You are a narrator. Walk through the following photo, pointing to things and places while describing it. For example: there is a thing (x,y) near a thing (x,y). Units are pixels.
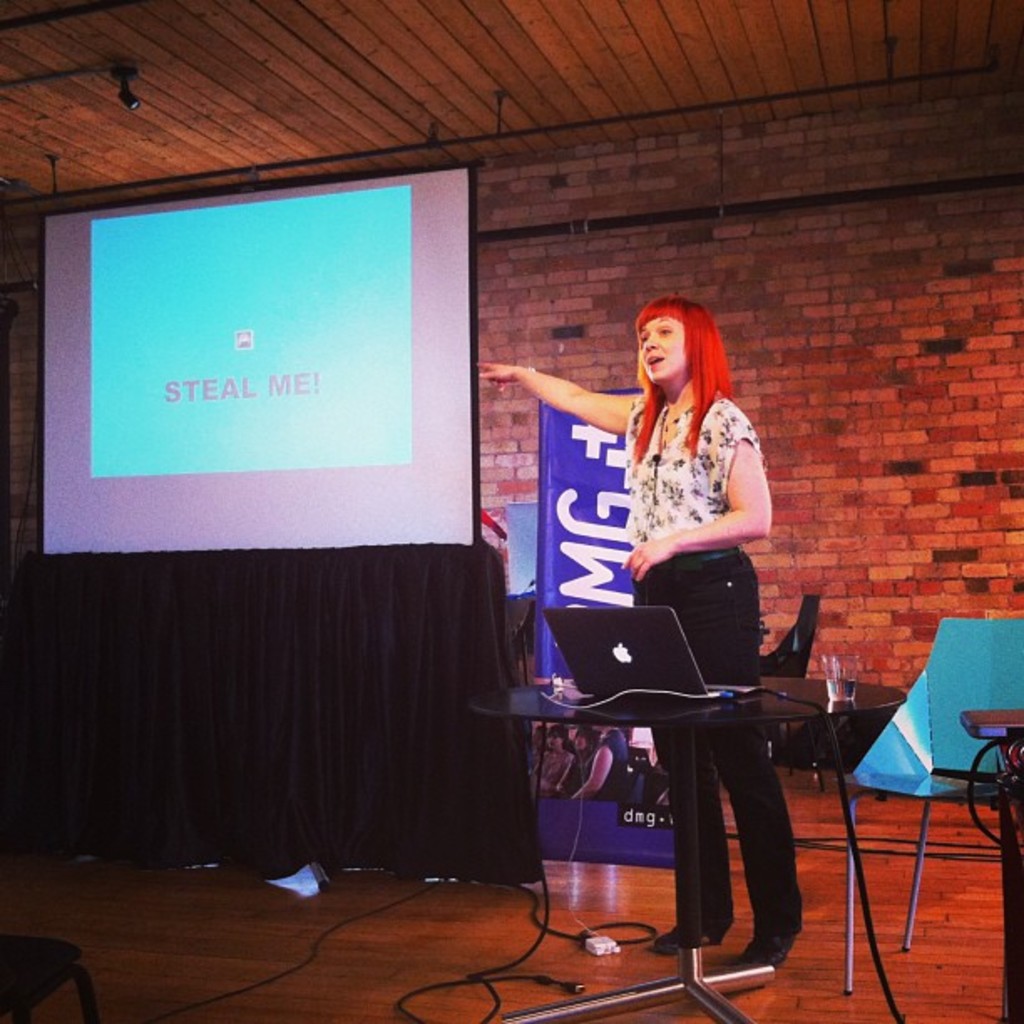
In this image there is a person (639,405) standing on the floor (443,906). In front of her there is a table (680,733). On top of the table (634,700) there is a laptop (658,674) and a glass (838,694). Beside her there is a chair (938,759). Behind her there is a banner (660,763). On the left side of the image (263,475) there is a screen (266,388). There are black curtains (275,734). In the background of the image (741,309) there is a brick wall (854,465). At the bottom of the image (491,973) there are wires (550,982) on the floor (567,950).
